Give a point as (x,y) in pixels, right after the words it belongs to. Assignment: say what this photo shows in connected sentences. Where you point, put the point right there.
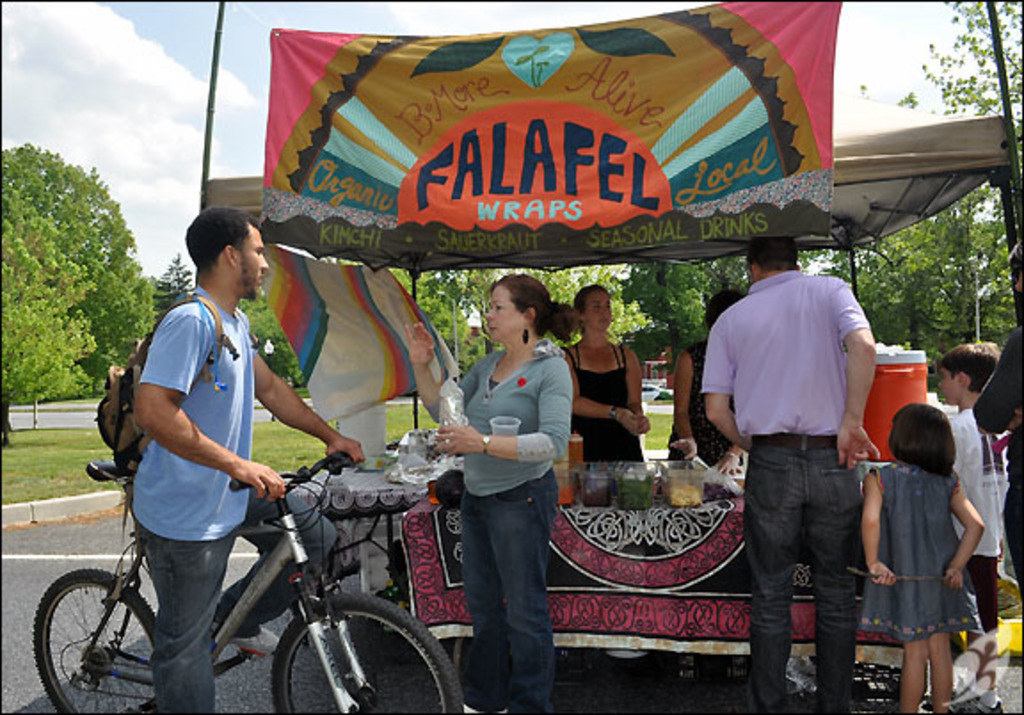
As we can see in the image, there are few people (924,613) standing over here. In the front (209,636) there is a man (165,518) holding bicycle (288,658) and wearing a bag (122,434) and there is a table (656,529) over here. On table (669,529) there are some trays (684,478). In the background (35,317) there are trees (9,235) and here there is a banner (481,229).
